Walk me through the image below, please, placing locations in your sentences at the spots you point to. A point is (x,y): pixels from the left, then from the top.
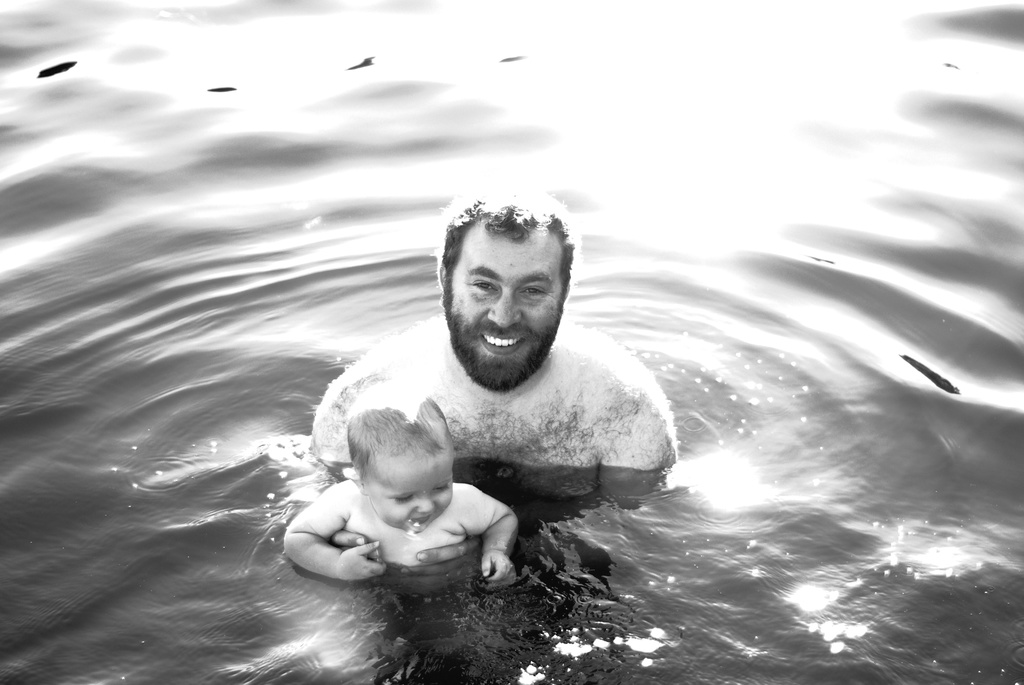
In this image in the water (723,214) there is a man (516,351) with a smiling face (551,332) is holding a baby (402,496).
